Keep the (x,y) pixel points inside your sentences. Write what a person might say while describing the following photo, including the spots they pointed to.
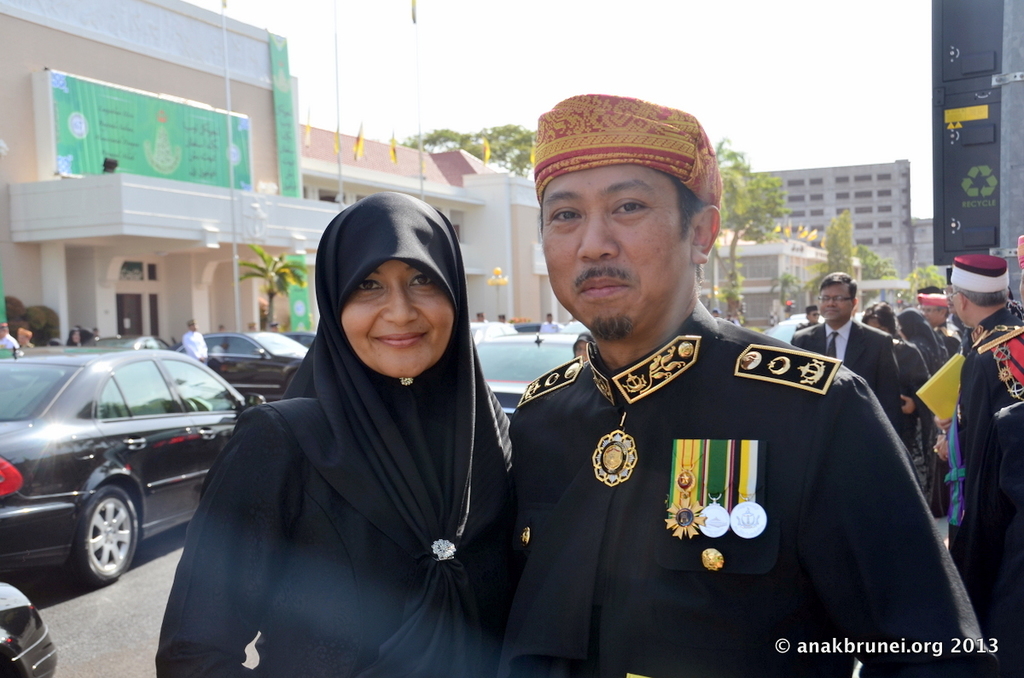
In this image in the foreground (616,366) there are two persons (492,426) who are smiling, and in the background (871,331) there are a group of people (892,327) who are standing and also there are some vehicles (108,383), trees (756,201), buildings (865,201), poles (338,199) and flags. At the top of the image (459,60) there is sky (542,66), and at the bottom (125,594) there is a road (129,608).
